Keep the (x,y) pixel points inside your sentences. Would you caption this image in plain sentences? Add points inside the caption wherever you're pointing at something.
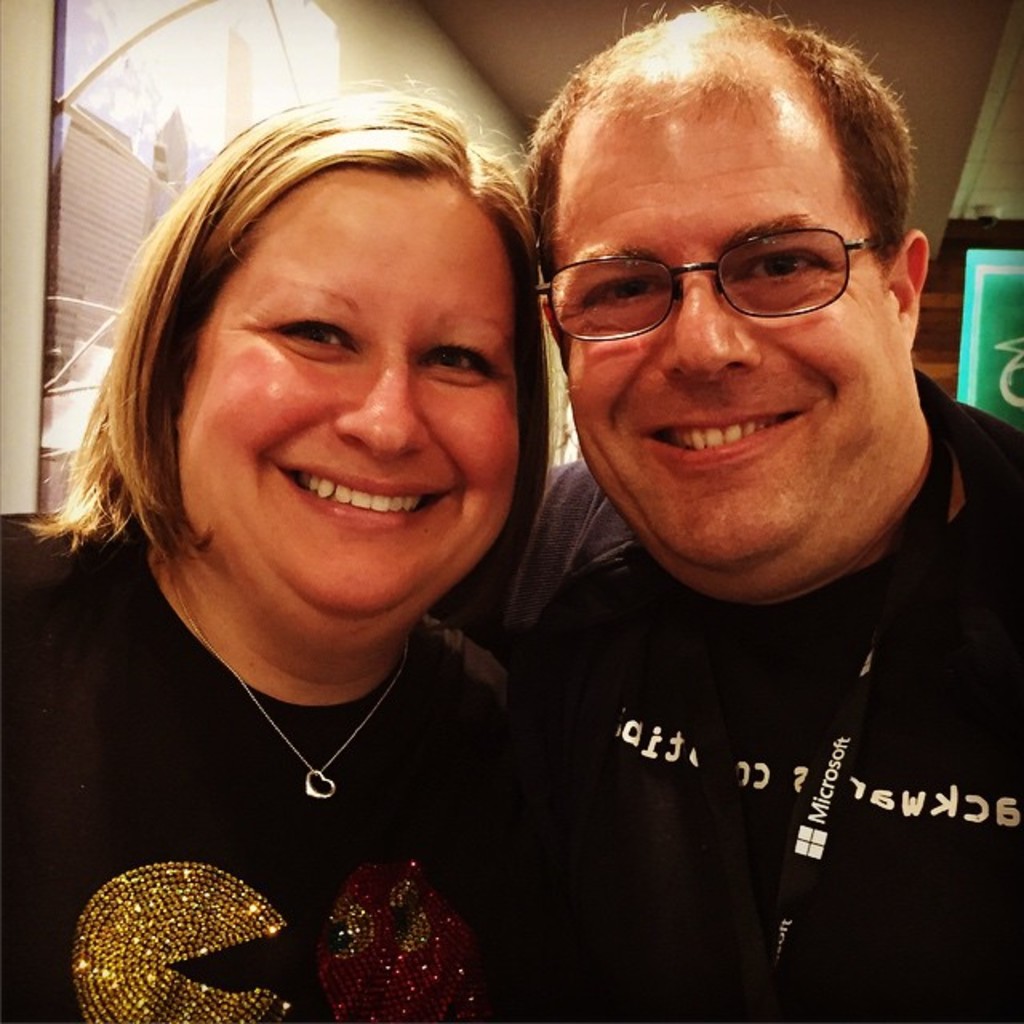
In this image there is a man (744,542) and woman (439,455) standing, in the background (297,73) there is a wall (930,79).
